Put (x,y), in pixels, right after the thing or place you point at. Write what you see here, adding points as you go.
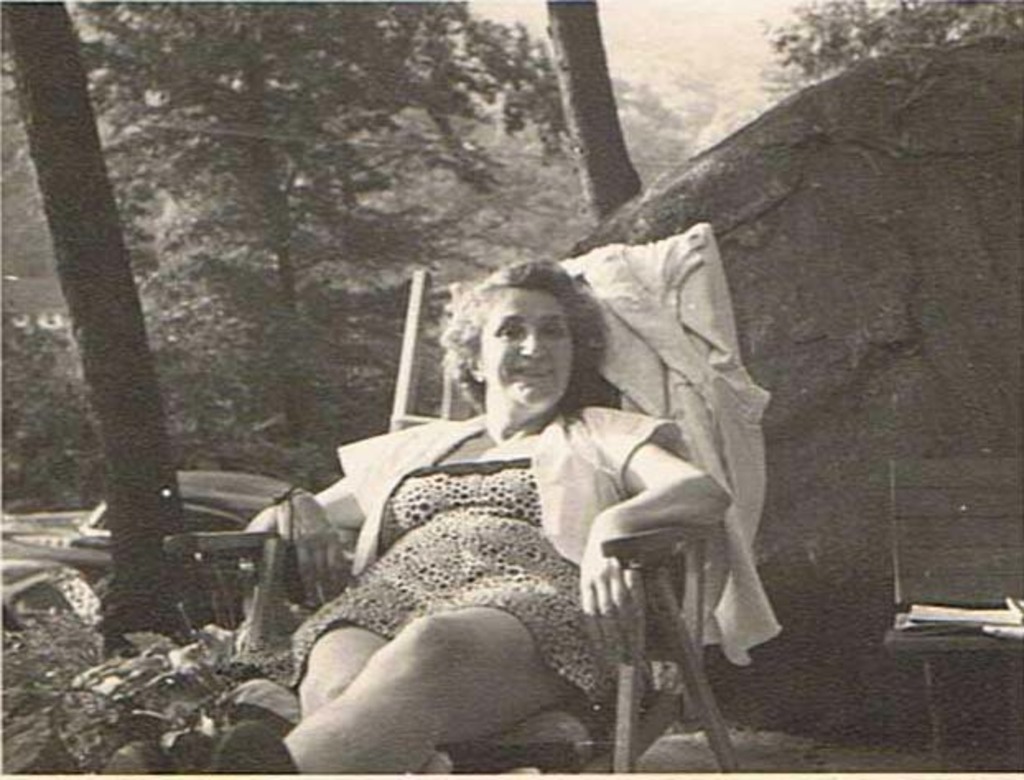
In this image I can see a person (479,695) sitting on the chair (635,677). At the back (387,81) there are some trees (369,152) rock (701,157) and the sky (668,58).
